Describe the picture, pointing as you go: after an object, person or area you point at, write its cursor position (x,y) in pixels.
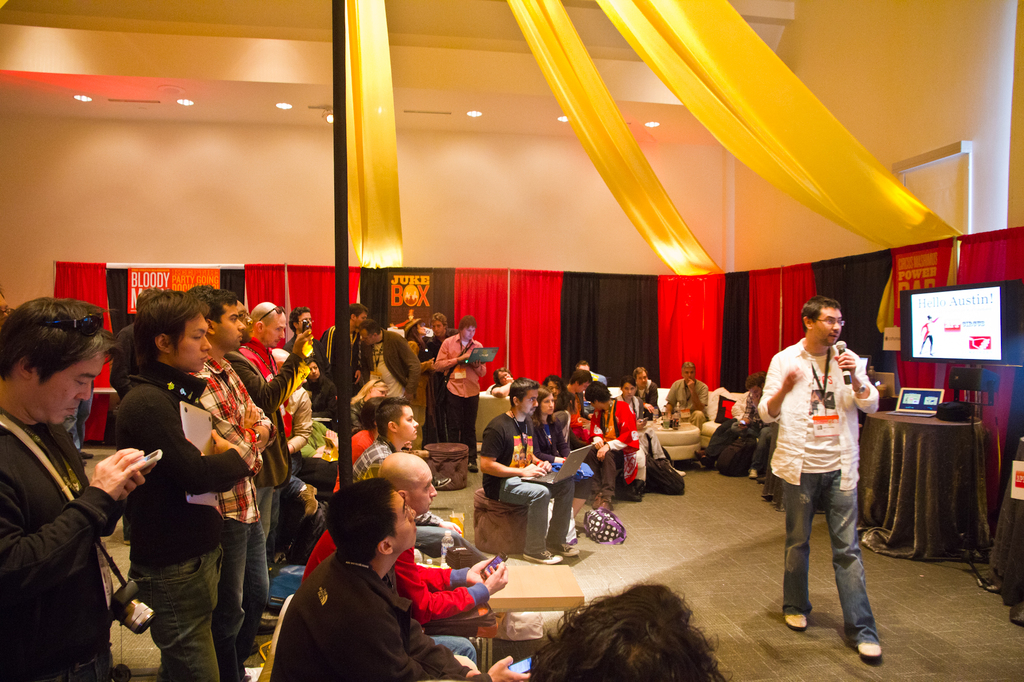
There is a man (848,391) holding a mic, there are people (392,416) some are sitting, standing and operating laptops (570,465) in the foreground area of the image (548,448), there are curtains (949,376), lamps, posters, screen (928,360) and other objects (874,429) in the background (958,438), there is a person (39,633) looking in the phone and a camera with him on the left side (42,408).
